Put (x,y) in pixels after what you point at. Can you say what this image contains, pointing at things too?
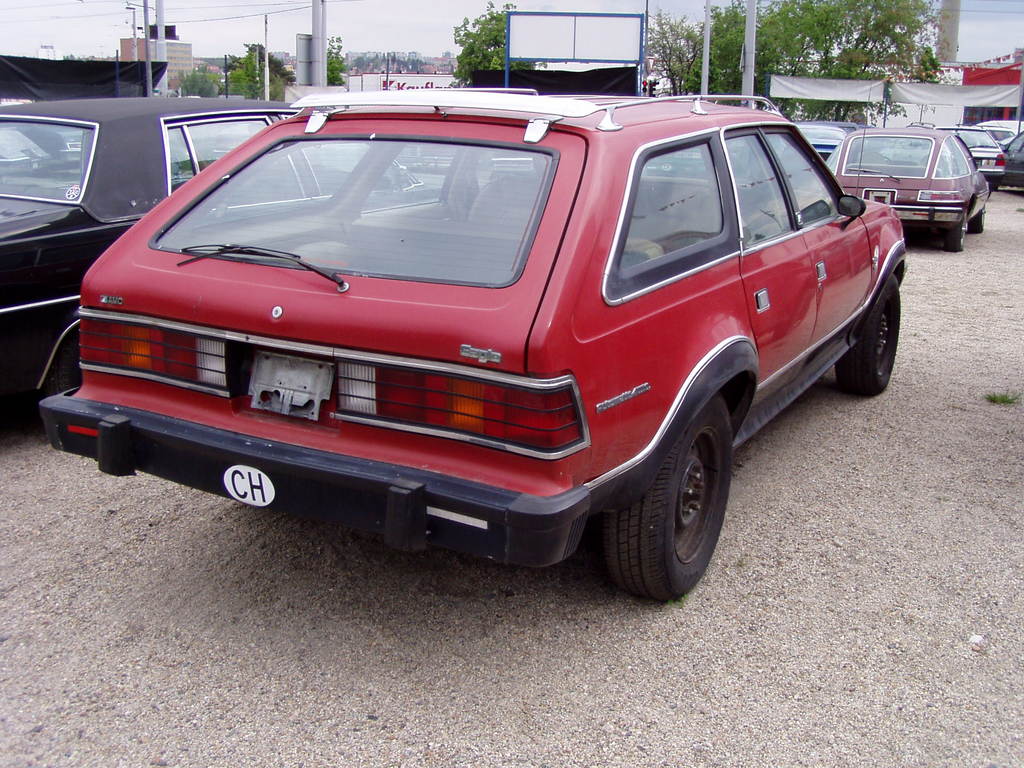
In this picture there is a car (563,332) in the center of the image (604,367) and there are other cars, trees (882,65), poles (752,69), and posters (773,86) in the background area of the image (808,69).
